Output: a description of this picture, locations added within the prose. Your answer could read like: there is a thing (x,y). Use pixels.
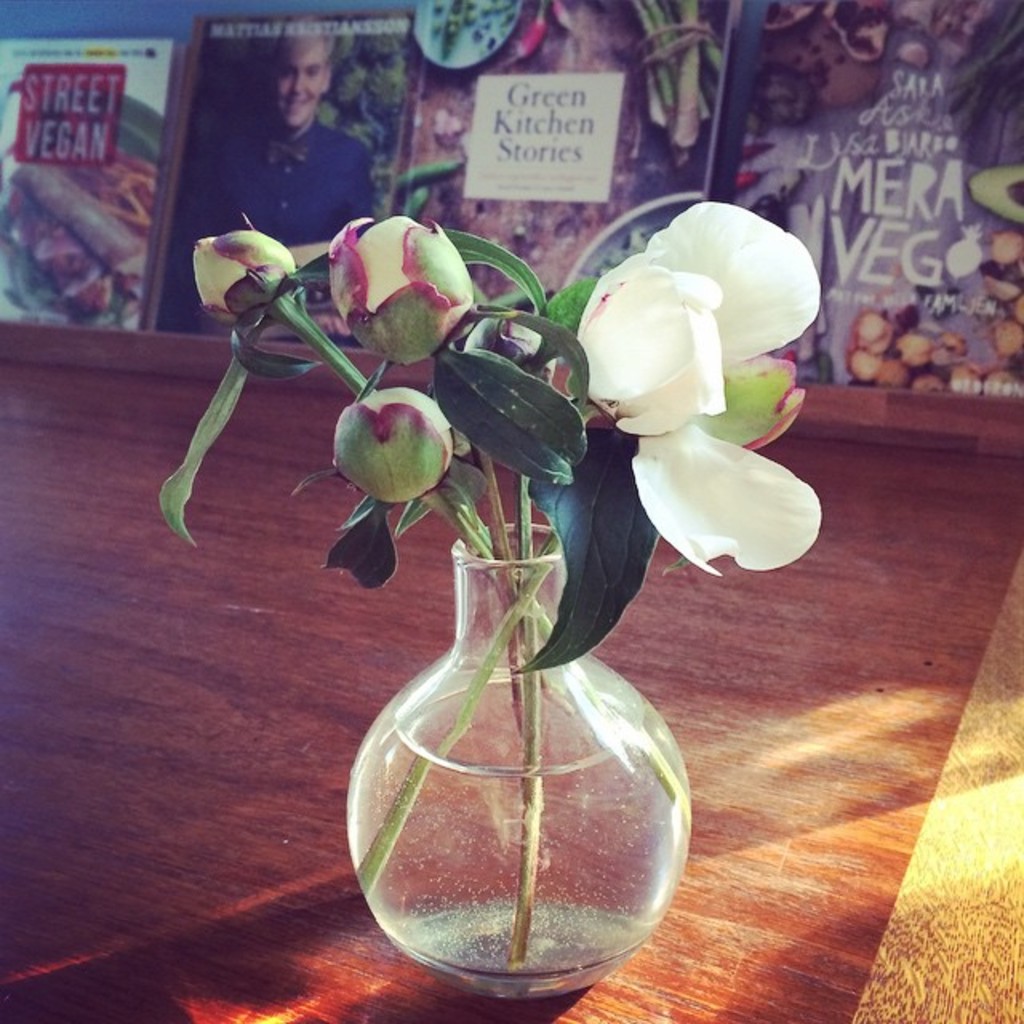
In the image there is a flower vase (540,649), four flower buds (388,456) were kept in the water (556,777) inside that flower vase (473,603) on a table (440,577), behind the table (200,382) there are some books (554,143).
